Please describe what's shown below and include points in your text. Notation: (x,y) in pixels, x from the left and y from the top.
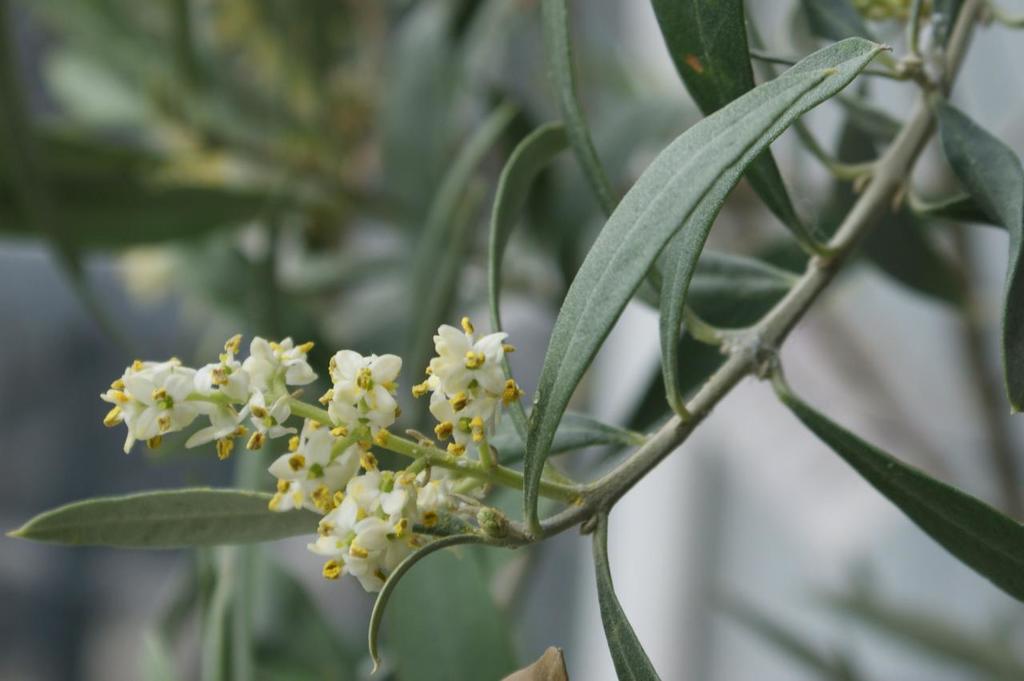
In this image, in the middle (665,447), we can see a tree stem (632,477) with flowers (264,401) which are in white color. On the right side (965,127), we can see some leaves (668,269) and tree stem (899,137). In the background (56,133), we can also see green color.
